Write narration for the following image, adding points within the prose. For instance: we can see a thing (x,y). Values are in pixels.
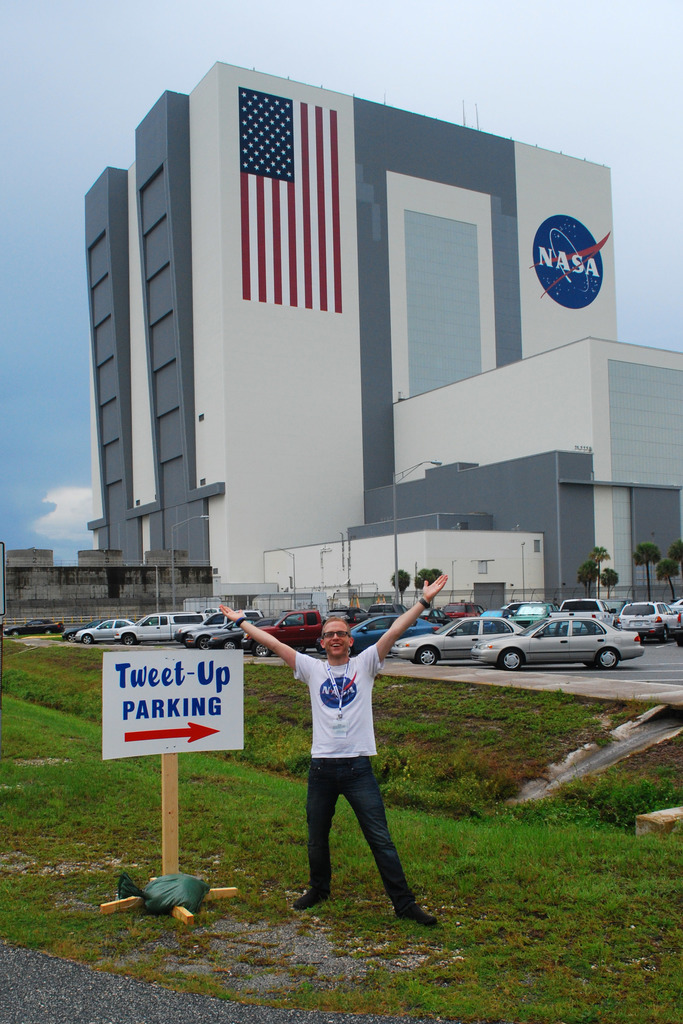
In this image, in the middle (377,669), we can see a man (330,739) wearing white color shirt (361,695) and standing on the grass (533,957). On the left side (194,657), we can see a hoarding (174,749) and a wood pole (176,867). In the background (173,611), we can see some cars (207,642), building (607,542), trees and a flag (294,263) which is attached to a building (340,271). At the top (385,49), we can see a sky (453,90), at the bottom (98,737), we can see a road (121,997) and a grass (242,912).
